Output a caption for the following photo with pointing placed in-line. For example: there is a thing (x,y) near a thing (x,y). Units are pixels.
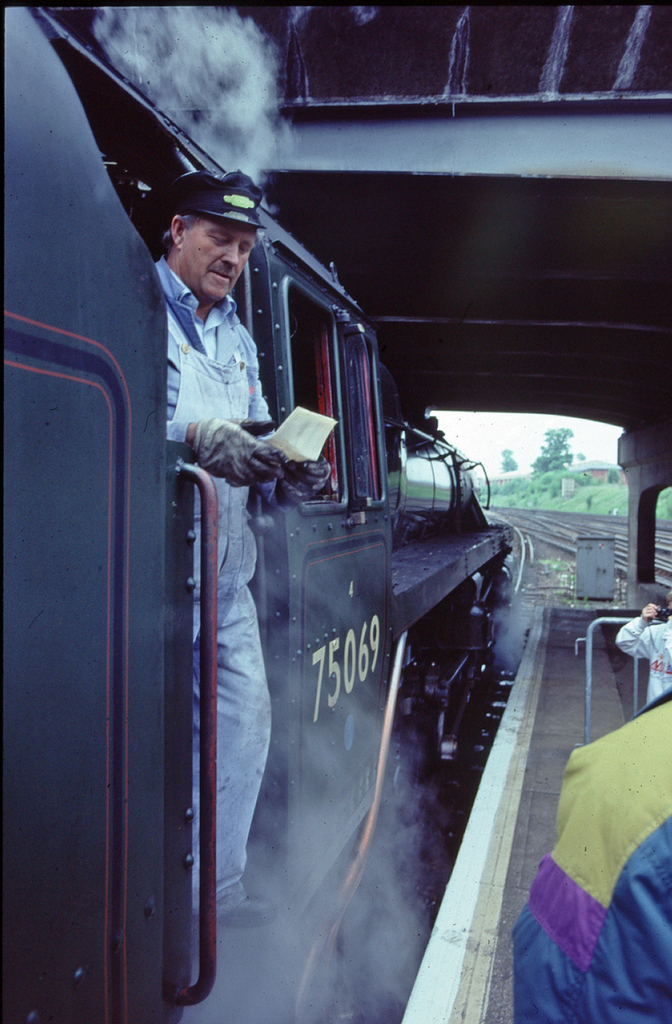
In this picture there is a man (211,187) who is wearing cap (256,215), gloves (242,427), jacket (242,400), shirt (196,310), trouser (197,652) and shoe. He is standing in the train's engine (167,820). On the right (659,660) there is another man (625,648) who is wearing white dress (658,670) and holding a camera (663,608), beside him we can see the pipes (622,621). In the bottom right (621,806) we can see a person's jacket (601,923). At the bottom (318,810) we can see the smoke (378,948) which is coming from the engine (409,492). In the background (559,438) we can see the building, trees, grass (527,503), plants (541,503) and railway tracks (551,511). At the top (578,250) there is a bridge (558,225). Here it's a sky (493,417).
